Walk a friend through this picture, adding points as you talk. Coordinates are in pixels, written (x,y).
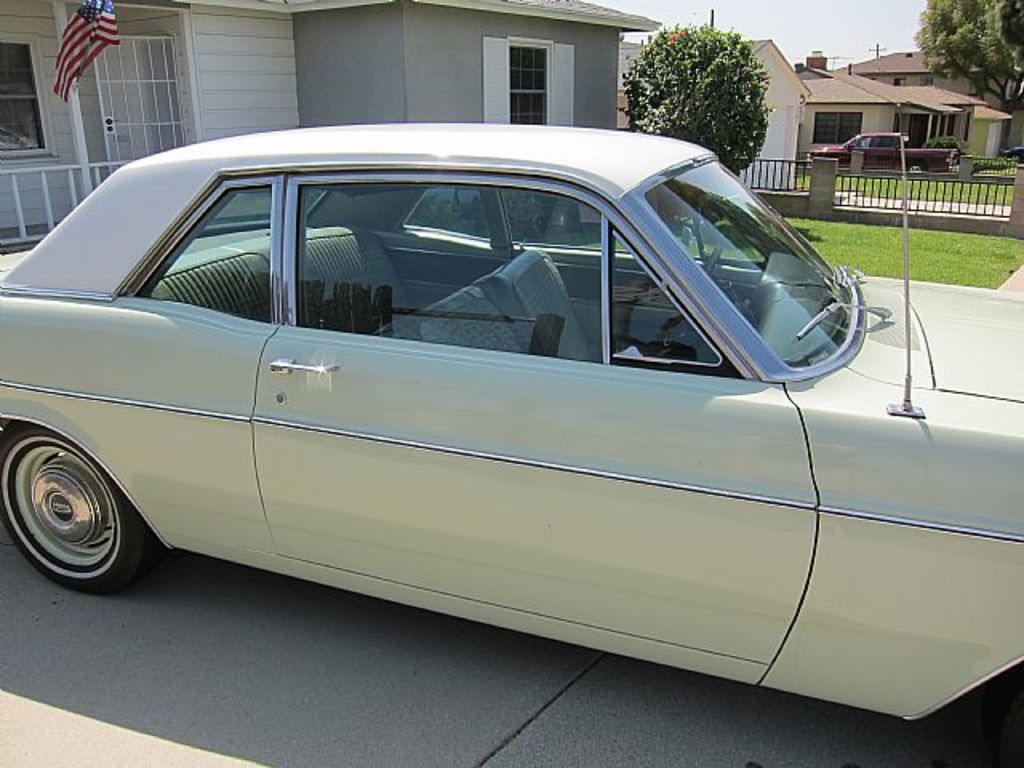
In this image I see number of buildings (963,81) and I see the flag (107,46) over here which is of white, red and blue in color and I see 2 cars (755,197) and I see the green grass (832,228) and I see 2 trees (725,61). In the background (880,22) I see the sky (766,30) and I see the path (467,753) over here.
